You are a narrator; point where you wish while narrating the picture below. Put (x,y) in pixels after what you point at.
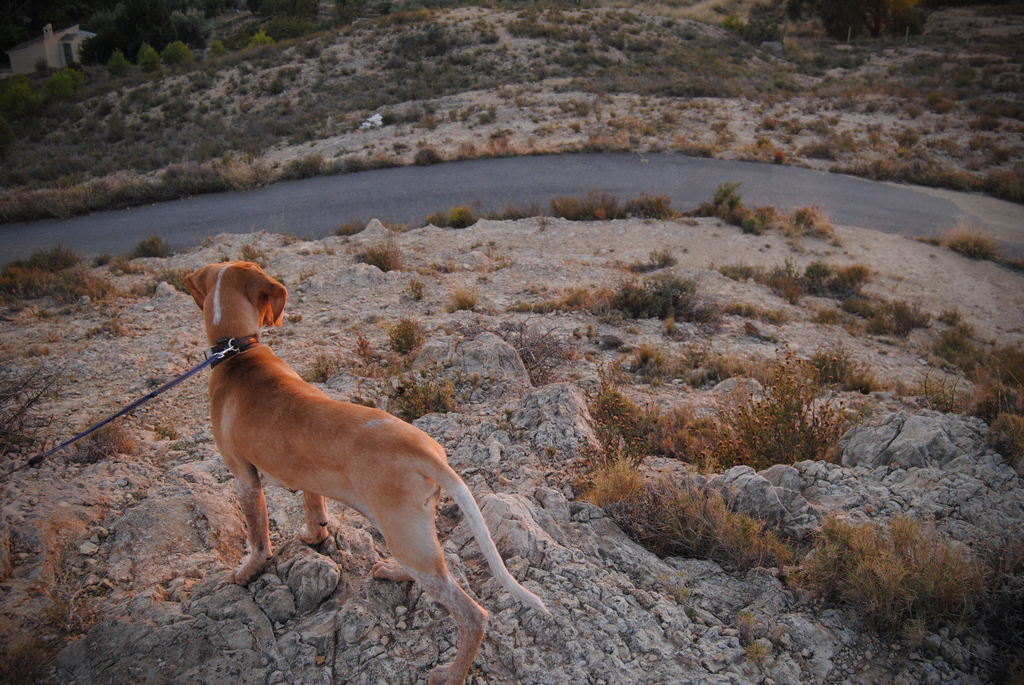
In this image I can see a brown and white colour dog (343,454) is standing. I can also see grass (919,534), a road (290,206) and in the background (76,81) I can see a building (79,44) and few trees (142,19).
